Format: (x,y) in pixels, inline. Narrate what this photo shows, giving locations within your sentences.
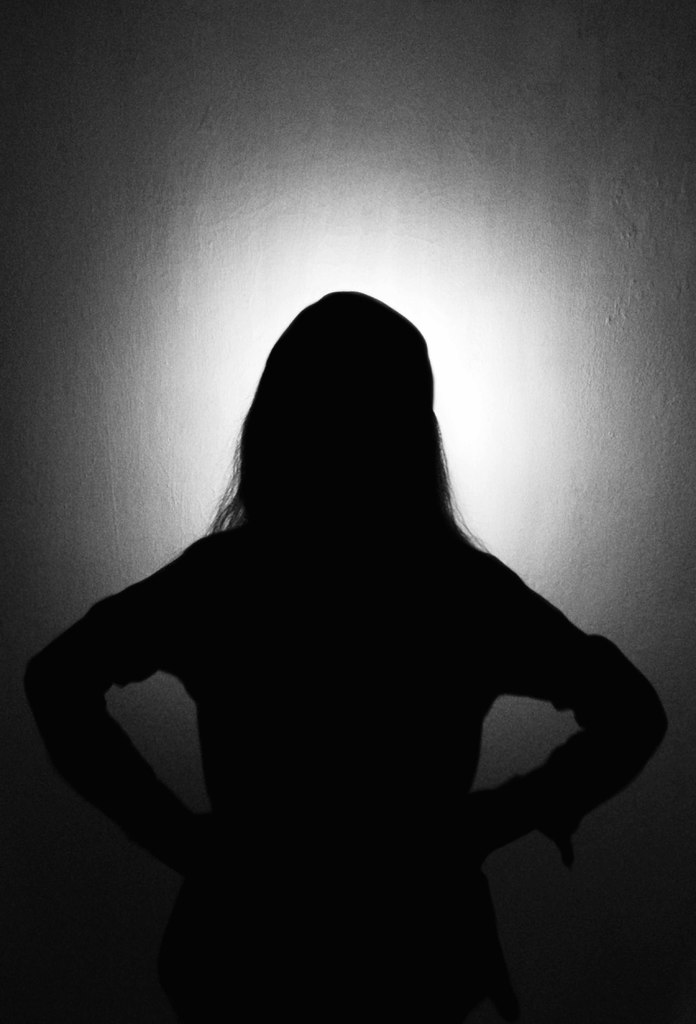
In the middle of the image (386,602) we can see a person (413,661) and it is a black and white photography.
